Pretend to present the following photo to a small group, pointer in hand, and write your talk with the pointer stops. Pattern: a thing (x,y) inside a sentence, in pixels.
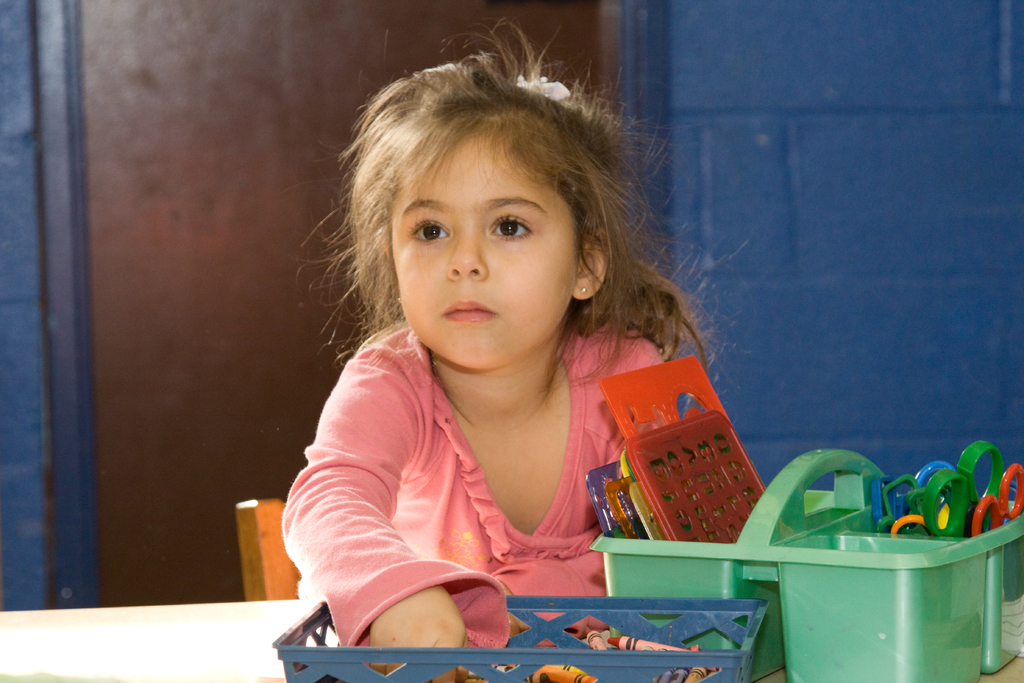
In this image I can see a person (430,448) is wearing peach color dress (471,490). In front (897,591) I can see few colorful objects (857,552). Background (833,44) is in blue and brown color.
